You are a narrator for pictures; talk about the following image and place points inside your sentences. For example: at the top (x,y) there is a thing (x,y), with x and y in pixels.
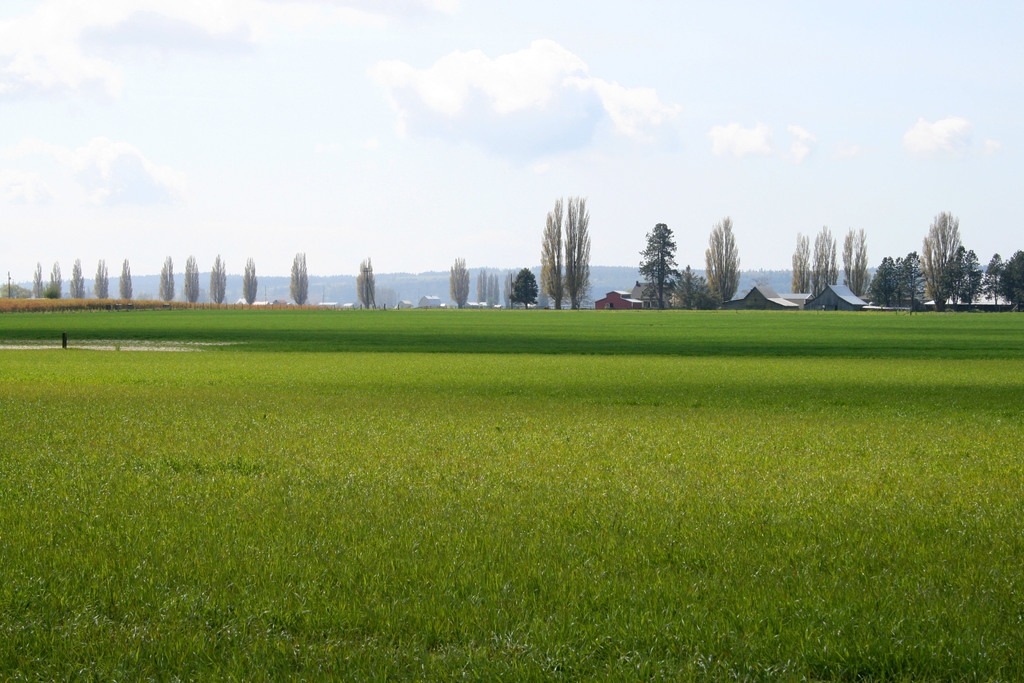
In this image we can see some grass (359,316), houses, trees (556,303) and mountains (442,278), in the background (677,65), we can see the sky (666,53) with clouds (487,97).
